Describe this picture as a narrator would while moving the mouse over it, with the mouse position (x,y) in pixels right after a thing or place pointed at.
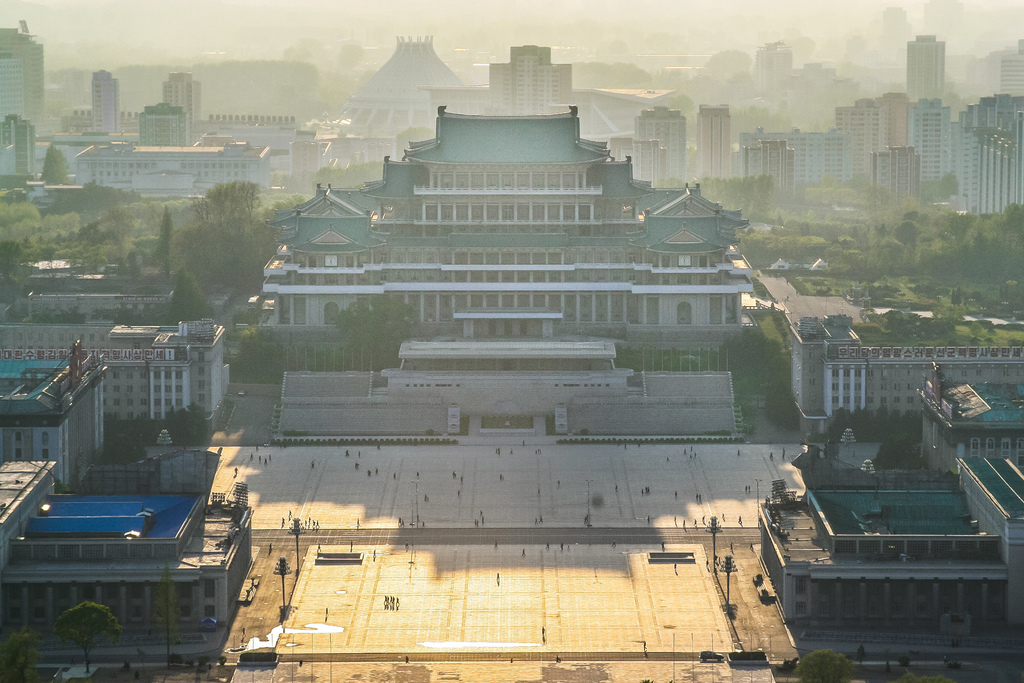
In this image, there are a few buildings (925,354). We can see some trees (921,325), plants (902,328). We can see the ground (649,580) with some objects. We can see some poles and grass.
